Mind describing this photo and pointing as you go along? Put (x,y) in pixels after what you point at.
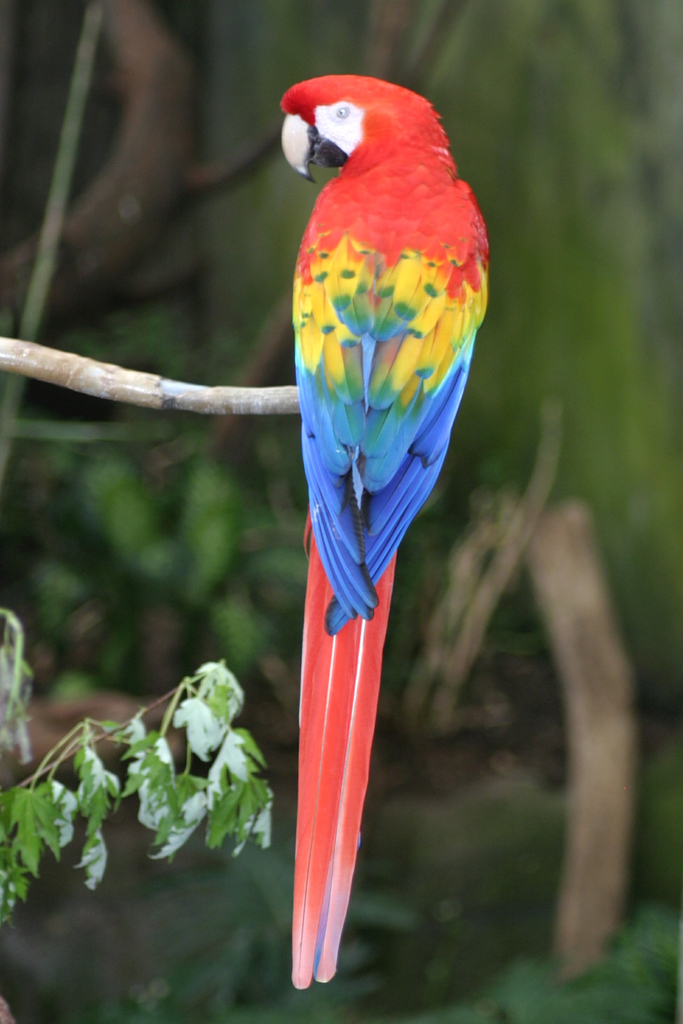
In this image in the foreground (418,110) there is one bird (385,351) on a tree (300,408), and there is blurry background (501,708).
